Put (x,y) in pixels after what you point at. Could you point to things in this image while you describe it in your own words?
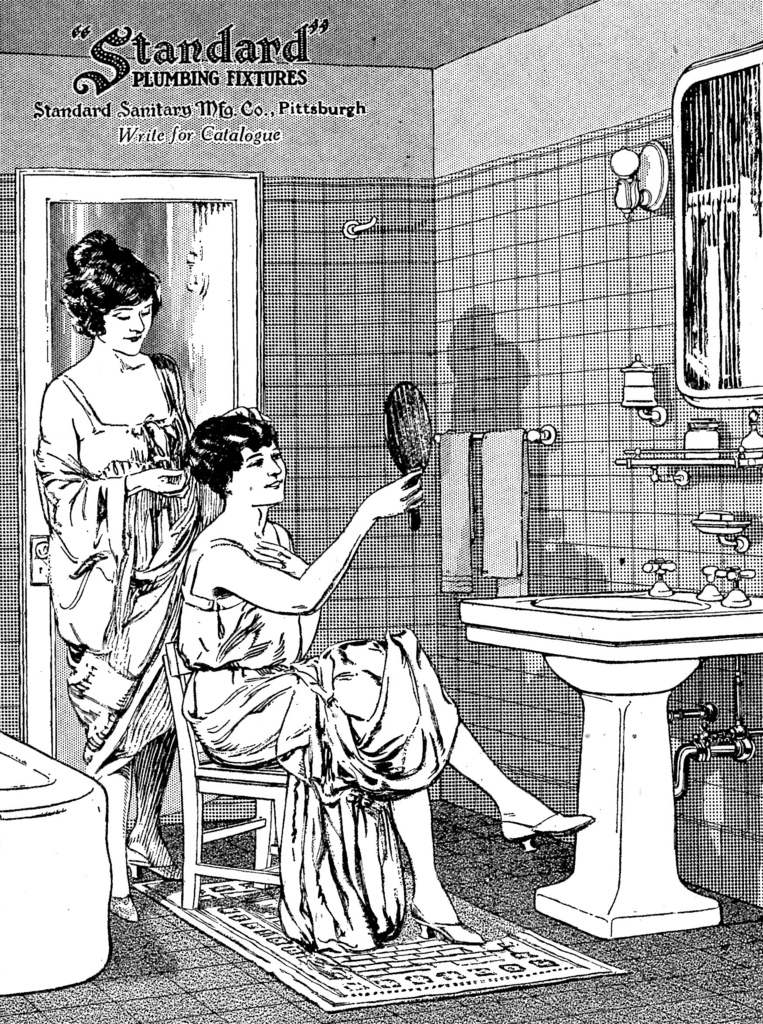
As we can see in the image there is a wall (428,254), mirror (727,306), sink (681,625), taps (740,597), towels (502,492), bath tub (74,833), mat (467,988) and two people (349,704). The woman (296,569) over here is holding mirror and sitting on chair (186,789).
